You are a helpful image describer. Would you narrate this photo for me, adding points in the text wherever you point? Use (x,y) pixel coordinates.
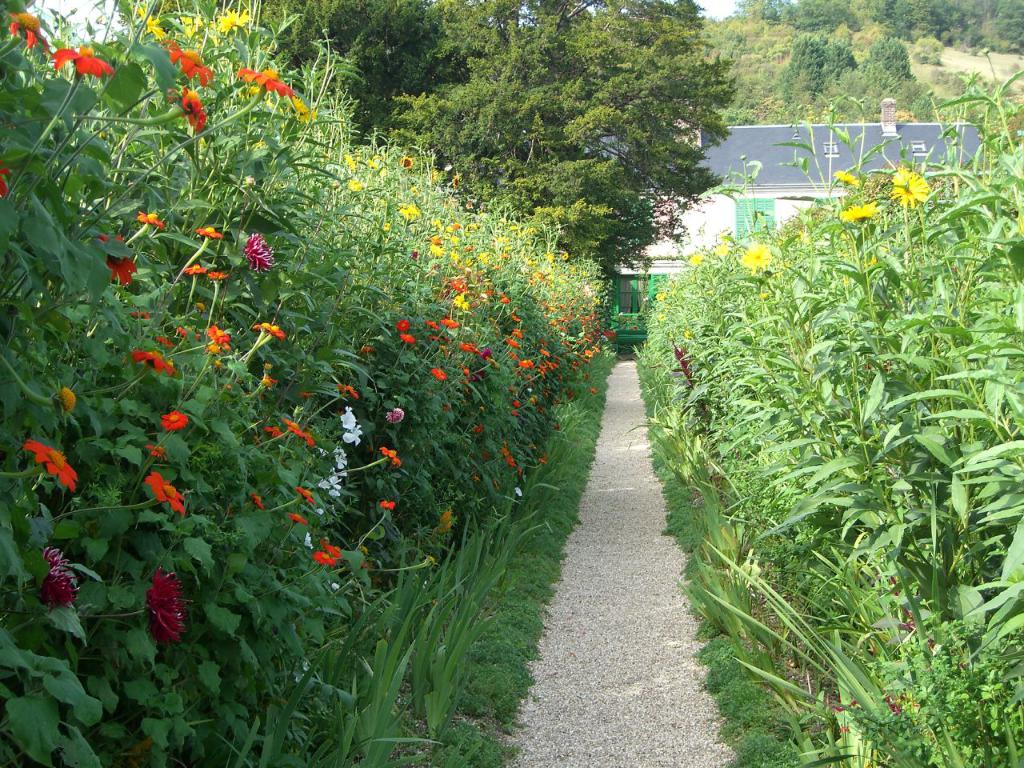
In the given image i can see a flowers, plants (73,711), trees (560,17) and grass (510,556).
